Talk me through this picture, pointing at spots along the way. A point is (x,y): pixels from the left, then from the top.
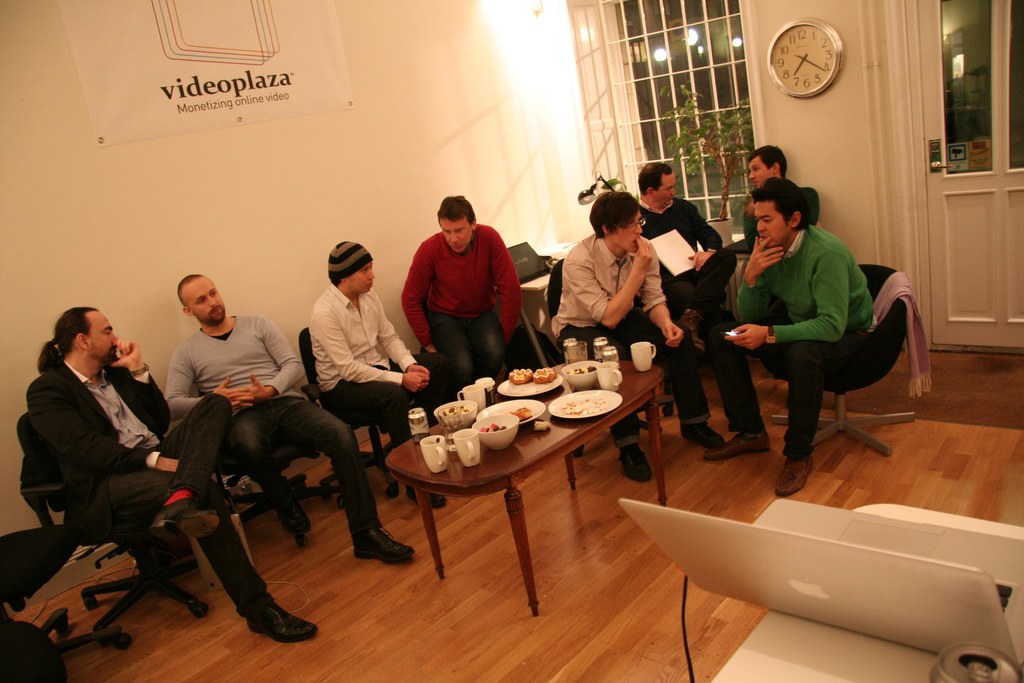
It is a work place, there is a table (548,455) and lot of food items (516,412) on the table (595,418) around the table (525,552) there are group of people (237,438) sitting and discussing, they are sitting in the black chair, in the background (271,214) there is a white color wall (254,206) on the wall (160,204) there is a poster (301,93) to the right side (724,85) there is a window (724,85) beside that there is a clock (817,85), beside that there is a door (974,110).
